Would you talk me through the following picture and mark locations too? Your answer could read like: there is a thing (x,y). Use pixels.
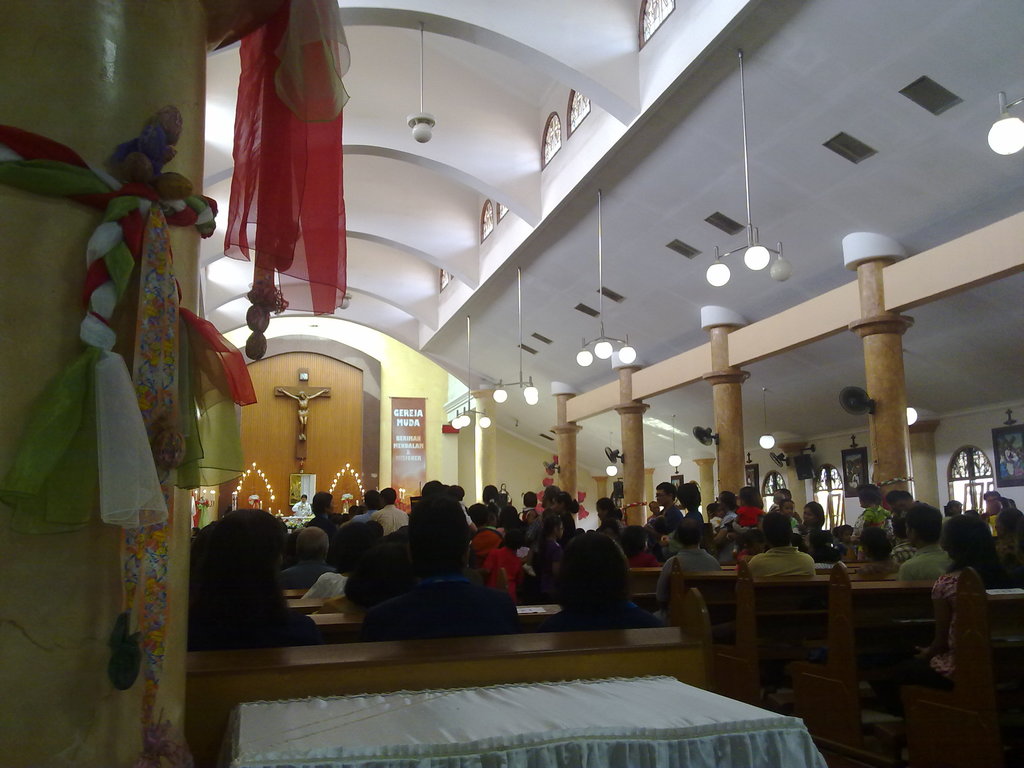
In this image, we can see people (442,492), pillars (627,459), walls (845,518), frames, lights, decorative objects (208,228), table fans (718,442), banner (396,488) and few things (505,487). Here we can see few people (194,634) are sitting on the benches (985,602).
